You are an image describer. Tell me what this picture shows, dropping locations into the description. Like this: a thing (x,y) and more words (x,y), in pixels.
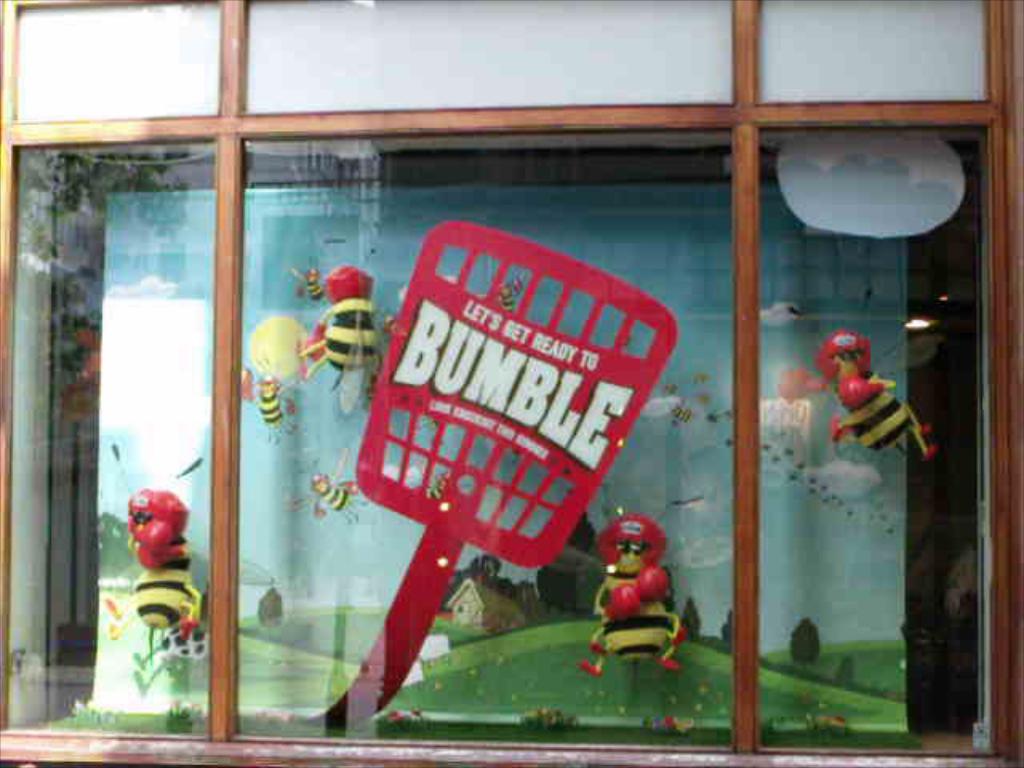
In this image I can see a glass cupboard (309,545), inside I can see few toys (665,610) are in red and yellow color.
